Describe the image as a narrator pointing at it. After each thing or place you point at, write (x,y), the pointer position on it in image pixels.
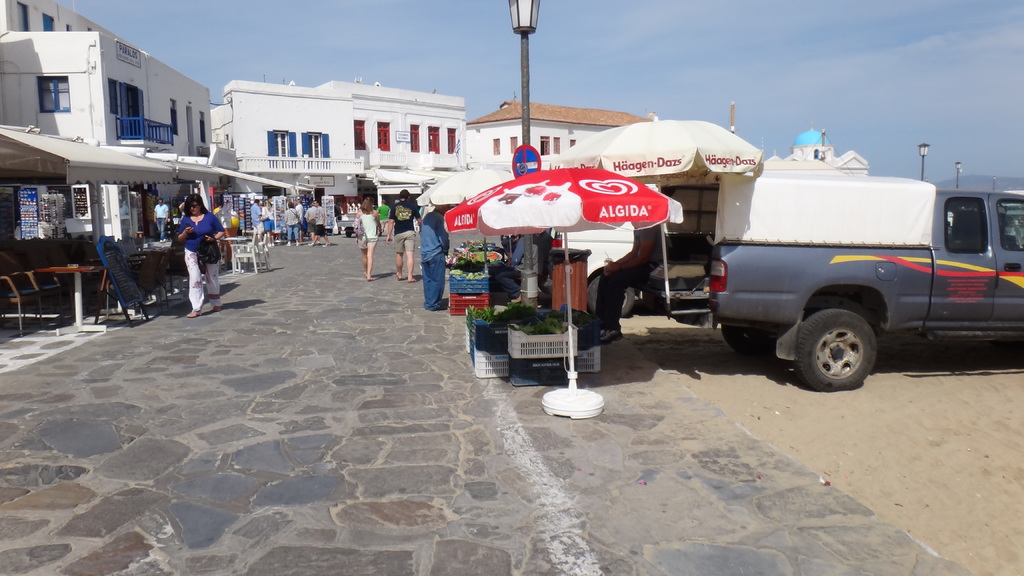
In the foreground (617,185) I can see tables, chairs (130,255), shops (331,213), umbrella huts (595,205), boxes (542,337) and a crowd (434,280) on the road (341,321). In the background (539,292) I can see vehicles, pole (526,128) and buildings (353,83). On the top (357,65) I can see the sky (357,65). This image is taken during a day.
